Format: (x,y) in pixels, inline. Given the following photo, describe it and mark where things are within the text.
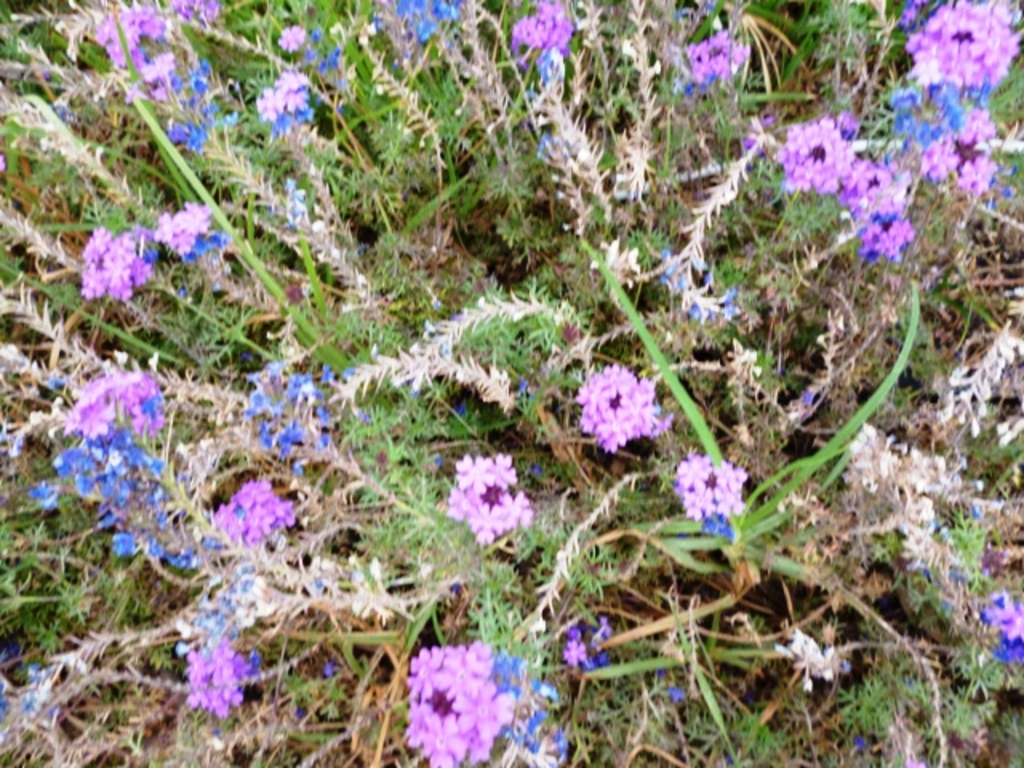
In this image there are flowers (929,148) and there are leaves (338,181).
